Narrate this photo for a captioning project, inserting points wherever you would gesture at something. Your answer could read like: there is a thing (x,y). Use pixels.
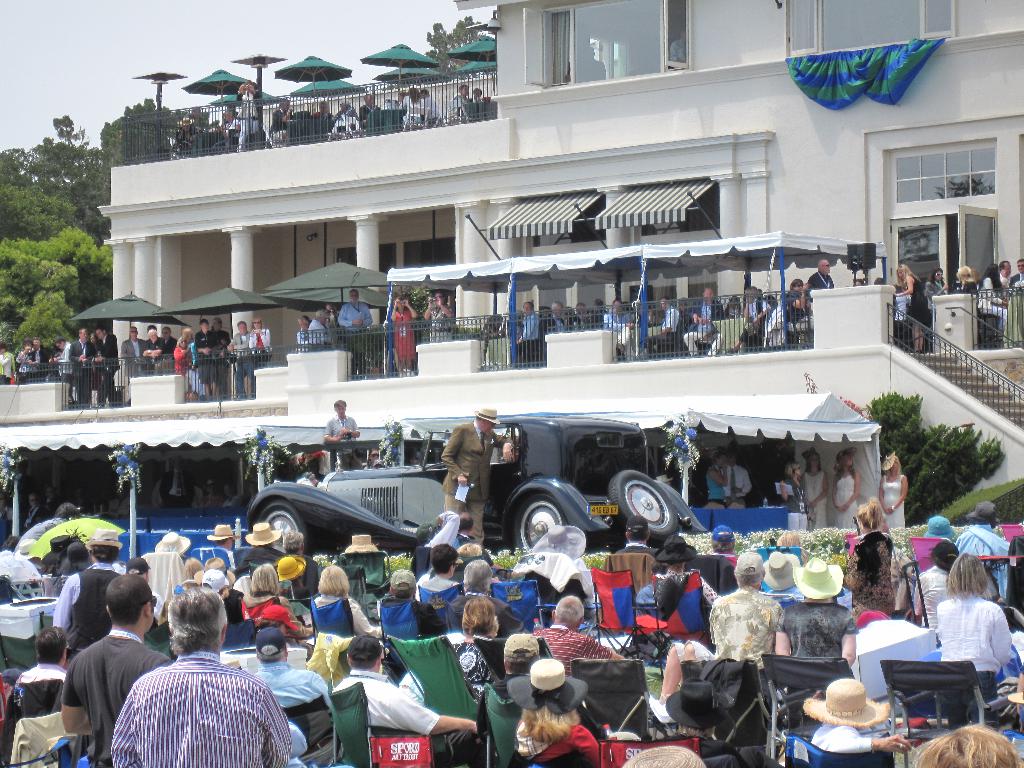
In this image I can see number of persons (385,677) sitting, few persons (455,481) standing, a white colored tent (608,279), few green colored umbrellas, few persons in the building (956,400), few trees (911,453) which are green in color, a car (413,514) which is black and grey in color and in the background (265,90) I can see the sky (78,44).
